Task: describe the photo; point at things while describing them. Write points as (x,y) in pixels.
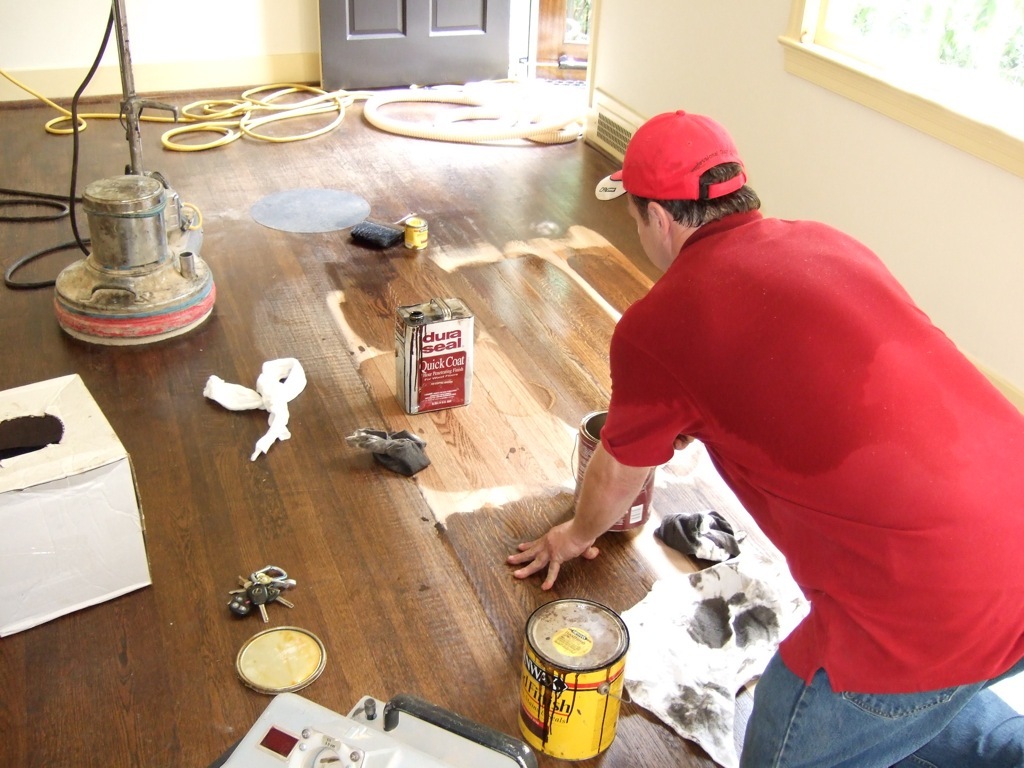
In this image we can see a person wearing a cap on the floor (489,667), there we can see few small cans (564,673), some objects (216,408), few equipments (354,723), a box (109,455), few pipes (267,99) on the floor (171,124), there we can also see a door (400,76) and a window (855,54).
